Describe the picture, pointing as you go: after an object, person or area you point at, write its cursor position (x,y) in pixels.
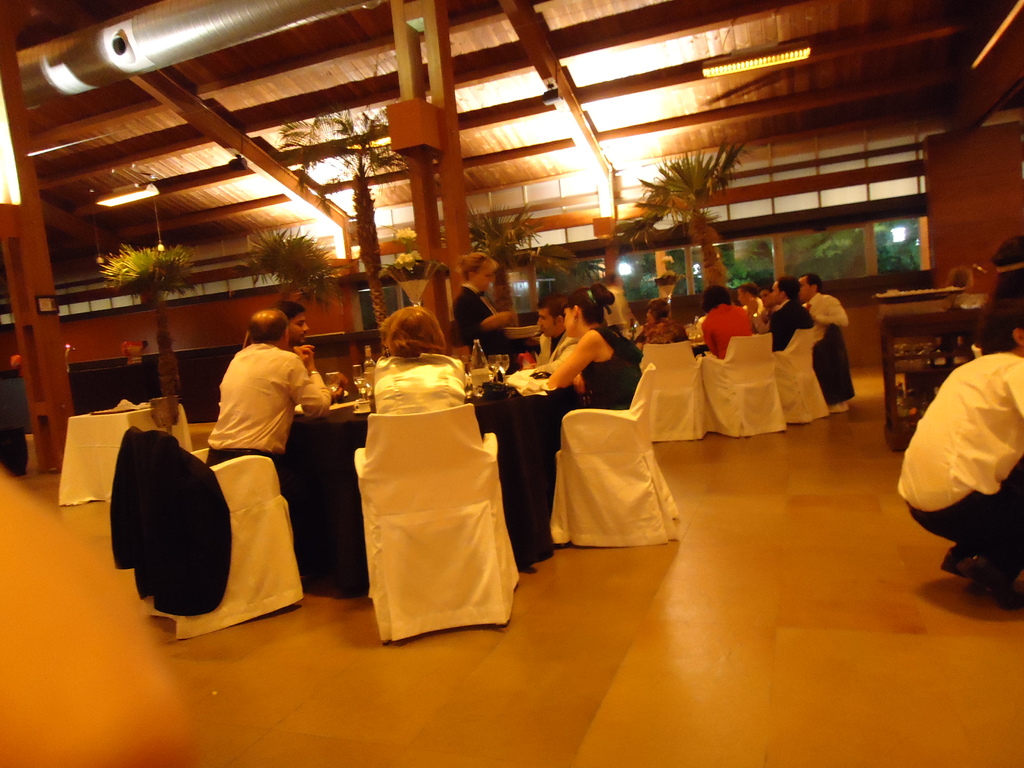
In this picture we can see a group of people (783,293) sitting on chairs (244,497), tables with cloths (328,486) and some objects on it, trees (161,312), wooden pillars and in the background (205,241) we can see some objects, walls (957,195) and windows (914,244).
